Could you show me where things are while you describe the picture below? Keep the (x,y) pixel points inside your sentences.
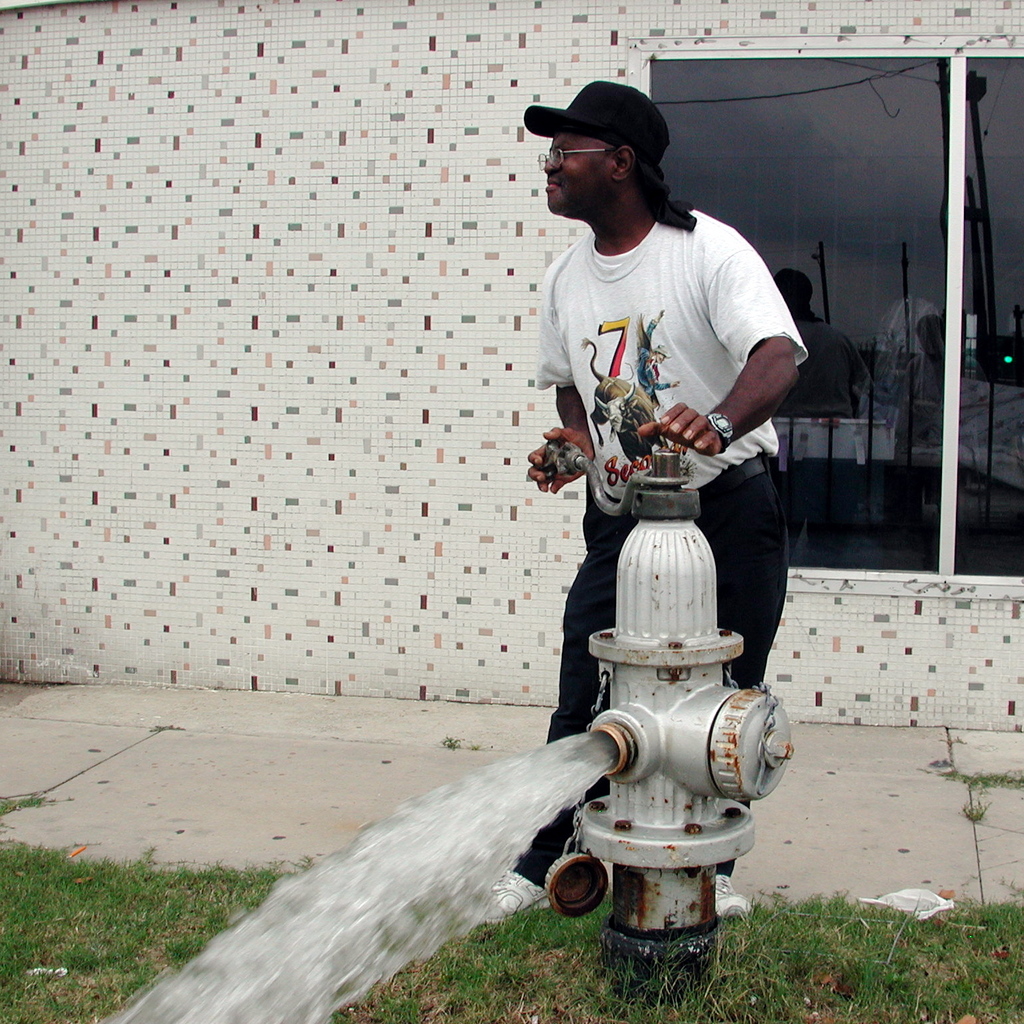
In this image, I can see a person (709,515) standing. There is a fire hydrant (675,768) with the water (598,766) flowing. At the bottom of the image (526,995), I can see the grass (558,976). In the background (794,309), there is a glass window (807,246) to the wall (395,50).
